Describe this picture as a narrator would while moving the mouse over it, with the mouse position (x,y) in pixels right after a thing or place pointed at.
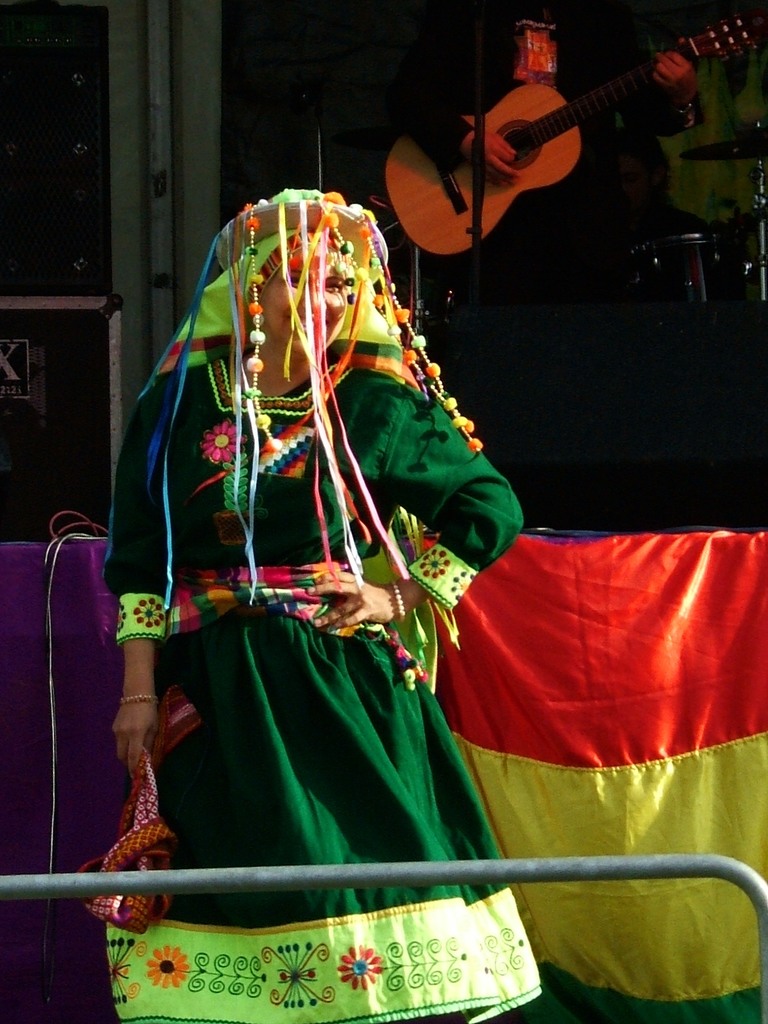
In this image, In the middle (313,657) there is a woman (343,749) she is standing and she is wearing a green color shirt (322,482), In the background (557,749) there is a red and yellow color cloth (535,685), There is a man (550,276) standing and he is holding a music instrument (493,179) which is in yellow color.
